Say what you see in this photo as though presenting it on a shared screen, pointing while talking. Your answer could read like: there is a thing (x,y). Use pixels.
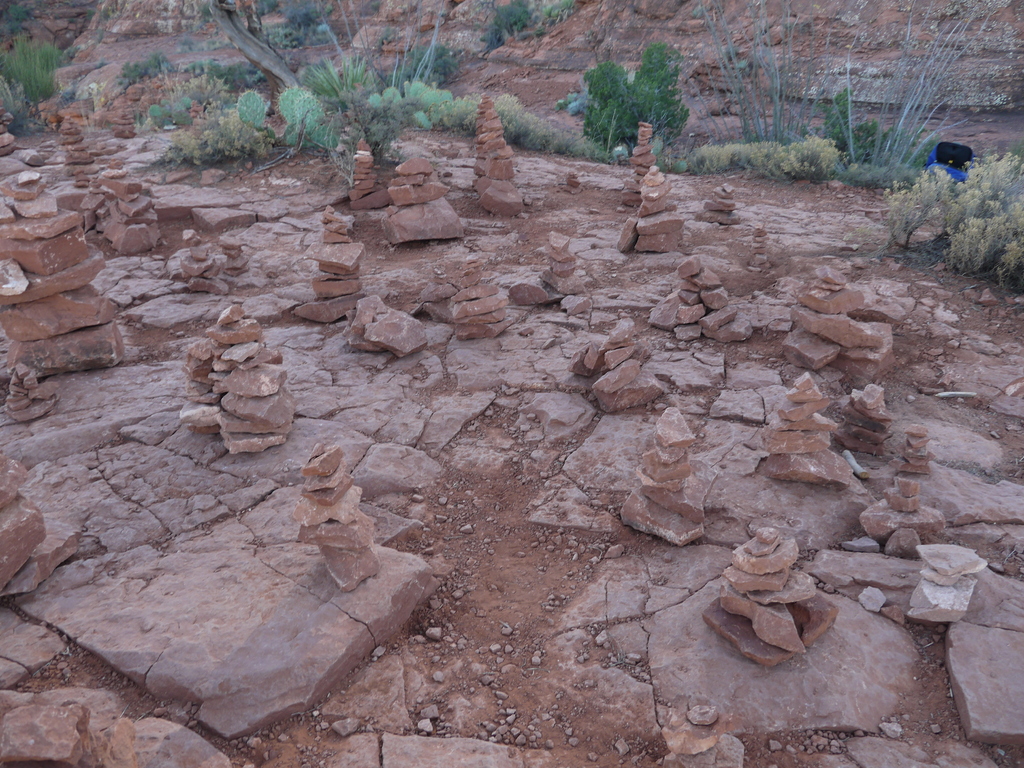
Here in this picture we can see stones (219,340) present on the ground (518,327) and we can also see plants (885,184) present.
